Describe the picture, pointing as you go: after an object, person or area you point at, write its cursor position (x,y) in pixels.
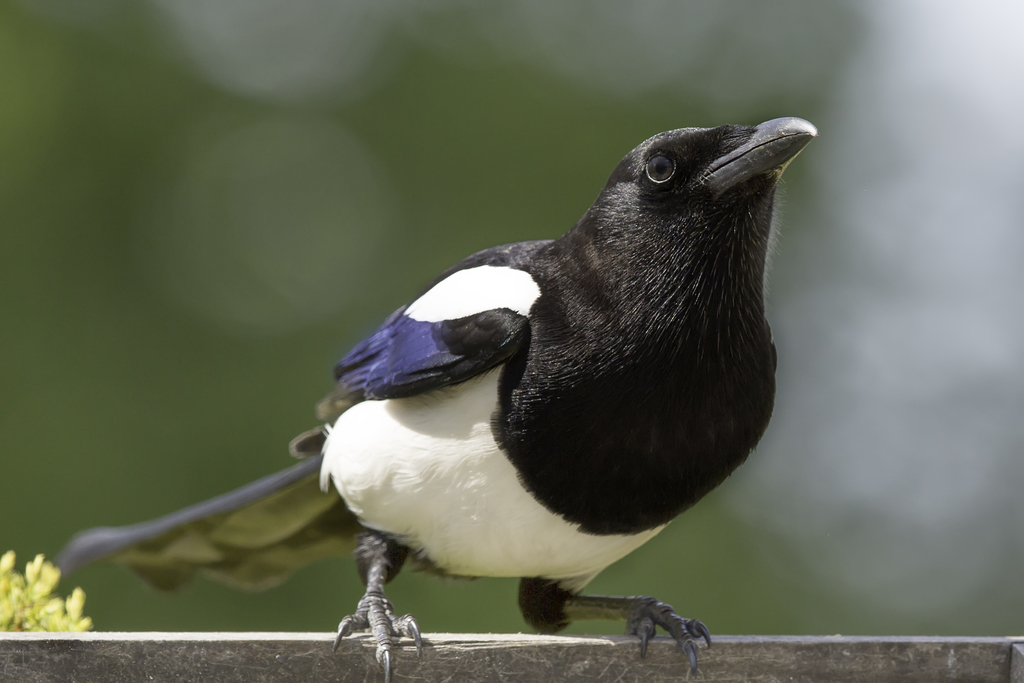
In this picture there is a bird (570,421) standing on the wooden object (32,649) and the bird (602,302) is in black, white and in blue color. At the bottom left (41,604) there is a plant (54,591). At the back (302,108) the image is blurry.
